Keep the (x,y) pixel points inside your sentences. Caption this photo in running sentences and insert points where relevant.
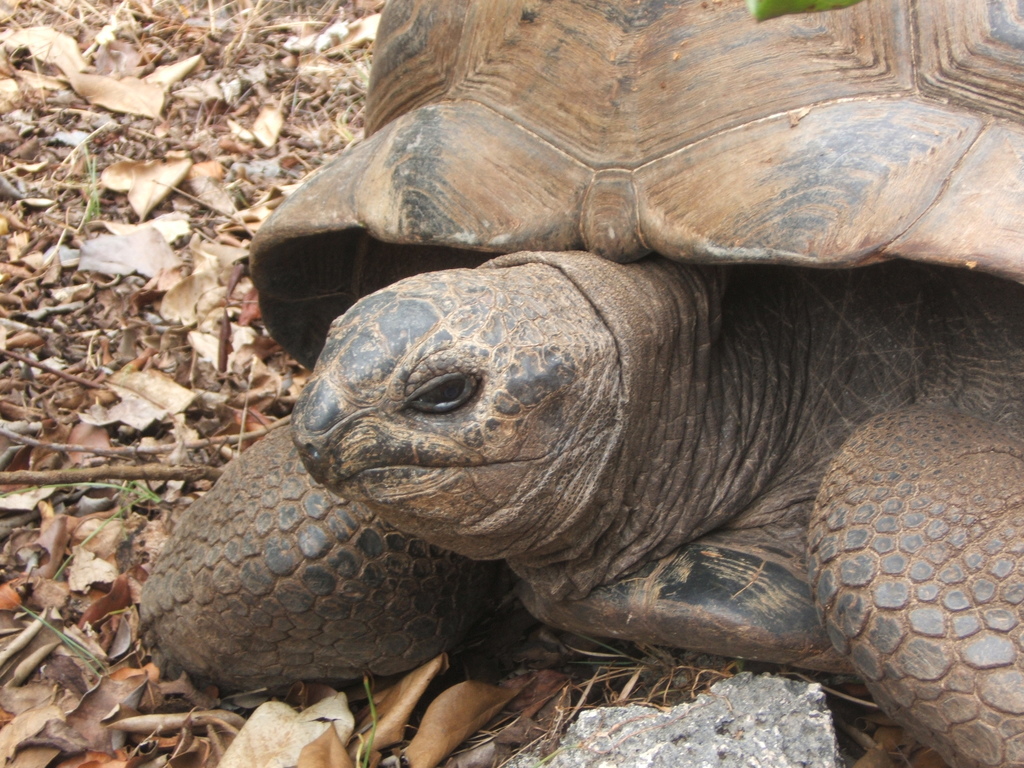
This picture shows a tortoise (563,533). we see stone (730,744) and few leaves (75,227) on the ground (45,672).
